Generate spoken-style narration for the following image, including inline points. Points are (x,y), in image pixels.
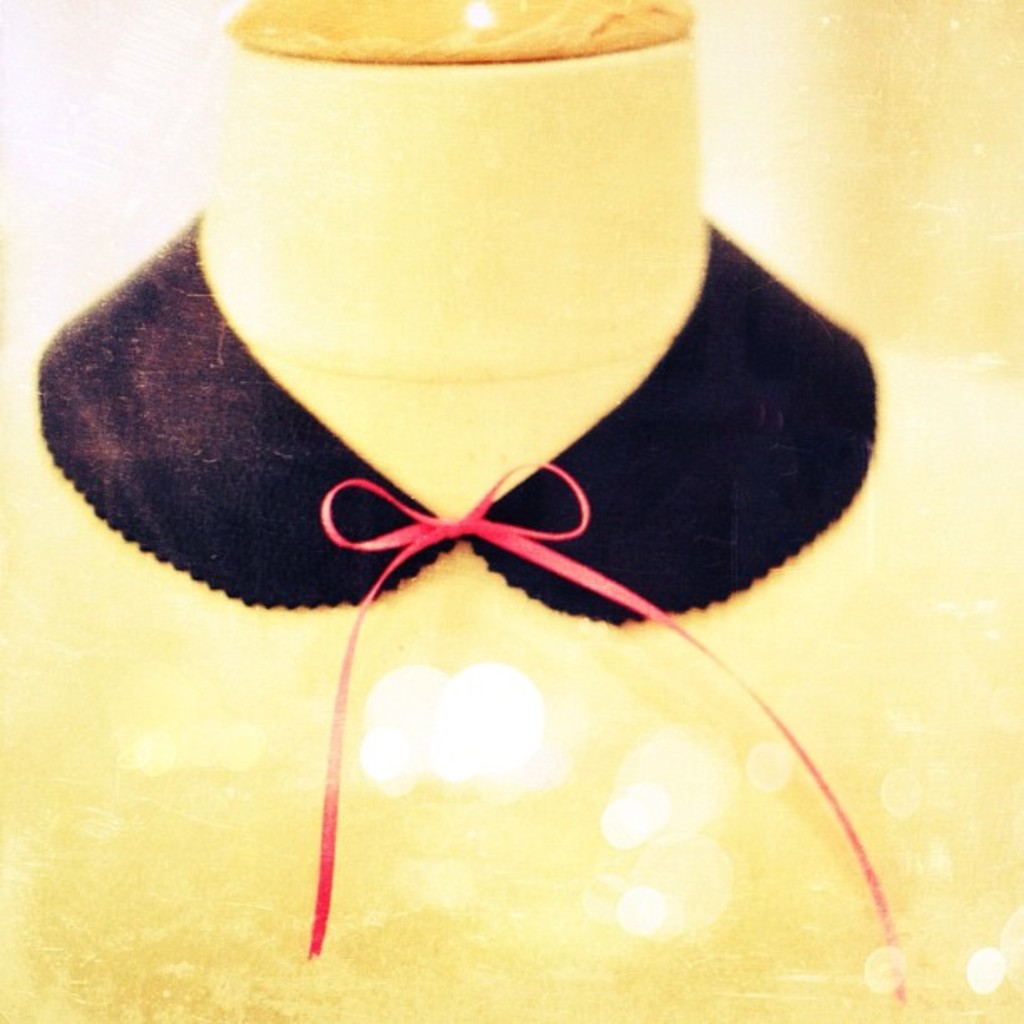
In the image we can see a neck mannequin (408,3), on the neck mannequin (314,73) there is a black cloth (185,305) and a ribbon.
